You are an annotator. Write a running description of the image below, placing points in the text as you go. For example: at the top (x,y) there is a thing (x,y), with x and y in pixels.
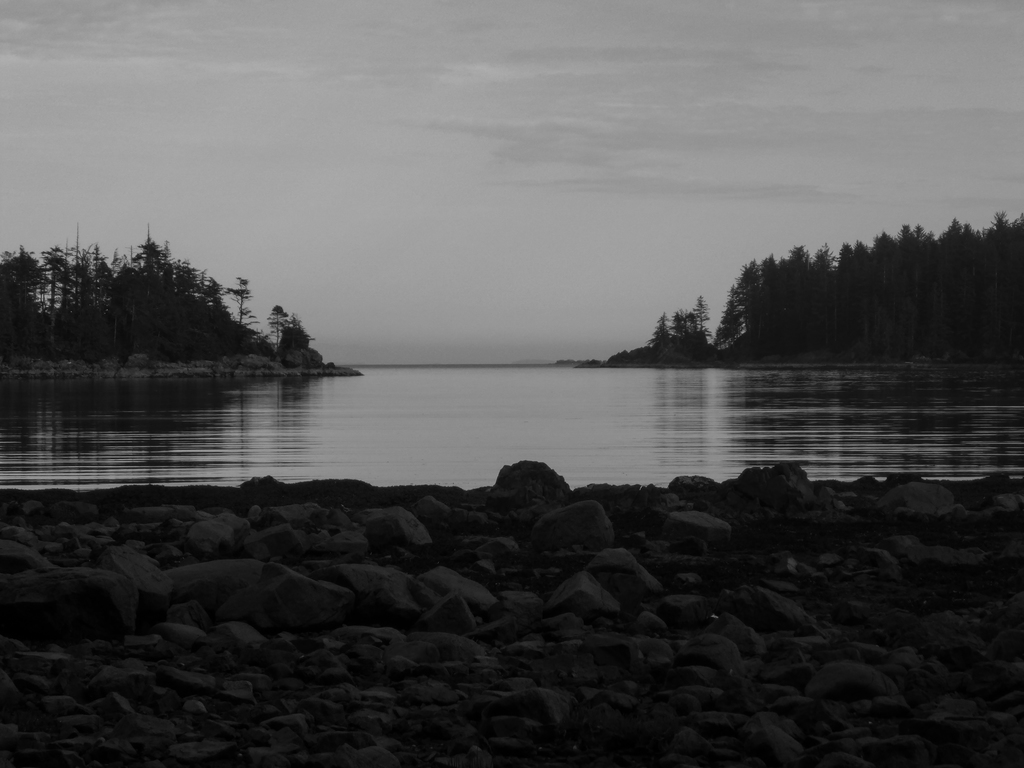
This picture is clicked outside. In the foreground (610,603) we can see the rocks (140,580) and the ground (292,545). In the center (464,397) there is a water body (894,413). In the background (490,192) we can see the sky (305,251), trees (169,323), plants (628,353) and rocks (161,369).
